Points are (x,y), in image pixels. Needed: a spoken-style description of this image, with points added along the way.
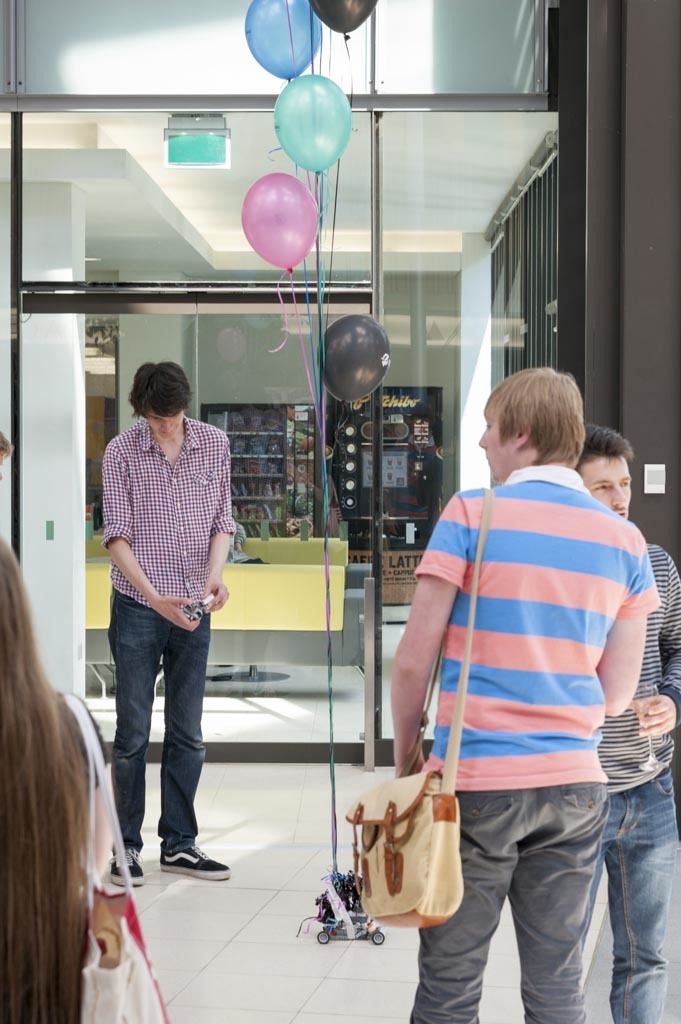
This picture seems to be of inside. On the right (563,520) there is a man (563,625) wearing a sling bag (415,840) and standing, behind him there is another man (657,610) holding a glass (653,754) and standing. On the left corner (61,722) there is a woman (58,905) wearing a sling bag (115,921) and seems to be standing. In the center (349,360) there is a man (148,579) standing and we can see the balloons (314,209) attached to the stand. In the background (397,143) we can see a cabinet (267,412) and a wall (263,367).
